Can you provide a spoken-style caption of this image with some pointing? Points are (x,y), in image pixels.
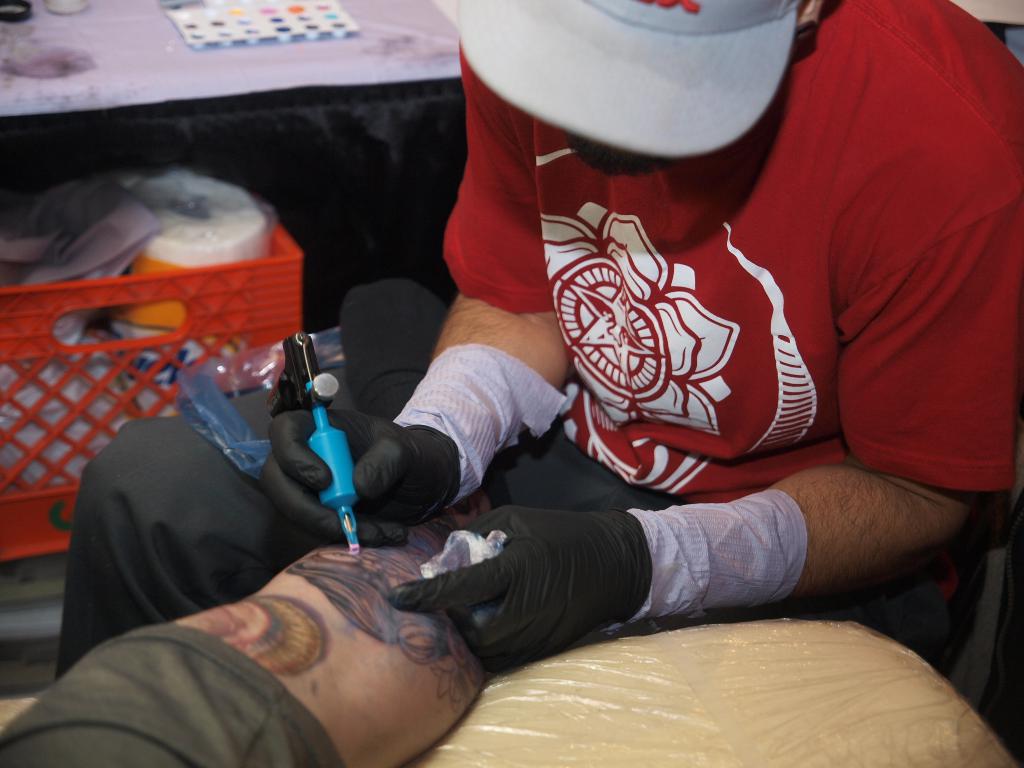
In this picture we can see two persons (186,514) where a man (449,241) wore a cap (612,68), gloves (573,581) and holding an object (298,337) with his hand (341,534) and in the background (36,330) we can see a basket (217,286) with some objects (215,209) in it.
